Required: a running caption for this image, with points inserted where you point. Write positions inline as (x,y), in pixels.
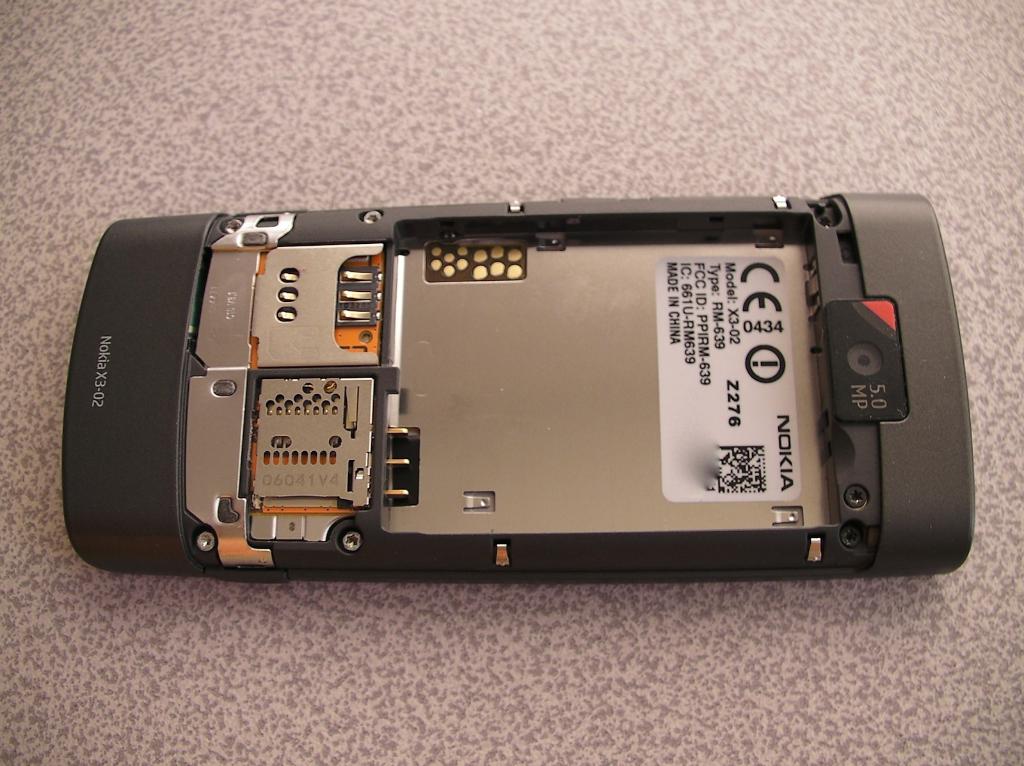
In this image we can see a mobile phone (309,389) with no battery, sim cards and a memory cards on a platform (348,188).
